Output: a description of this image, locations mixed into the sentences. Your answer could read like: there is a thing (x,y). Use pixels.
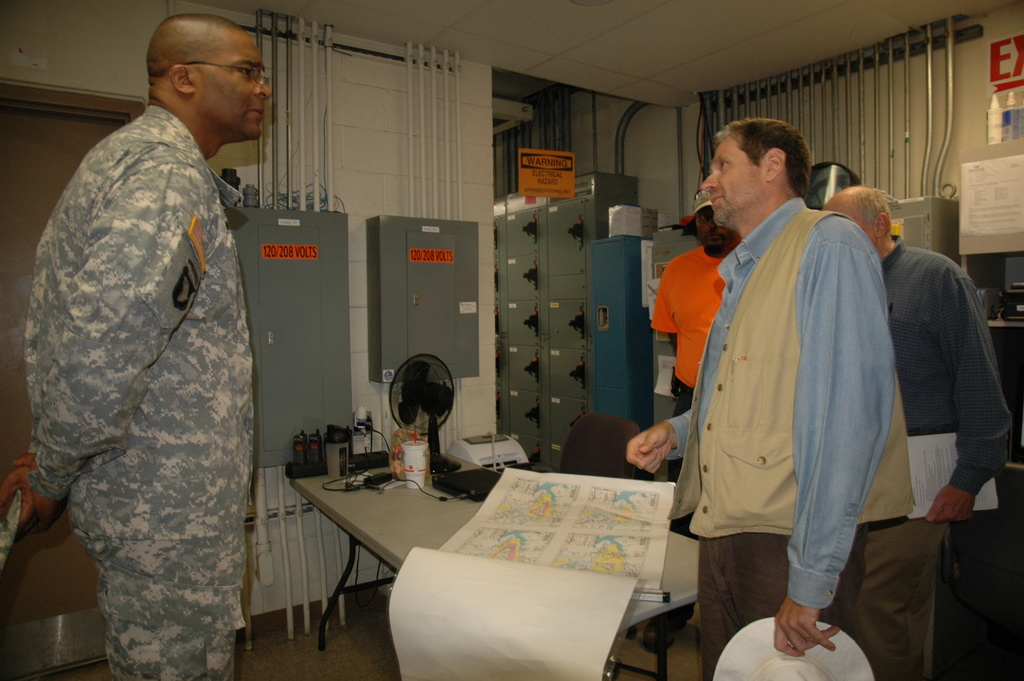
There are a group of people (681,353) standing together and speaking to officer (247,60) in front of them. There is a table (392,575) and map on that.
